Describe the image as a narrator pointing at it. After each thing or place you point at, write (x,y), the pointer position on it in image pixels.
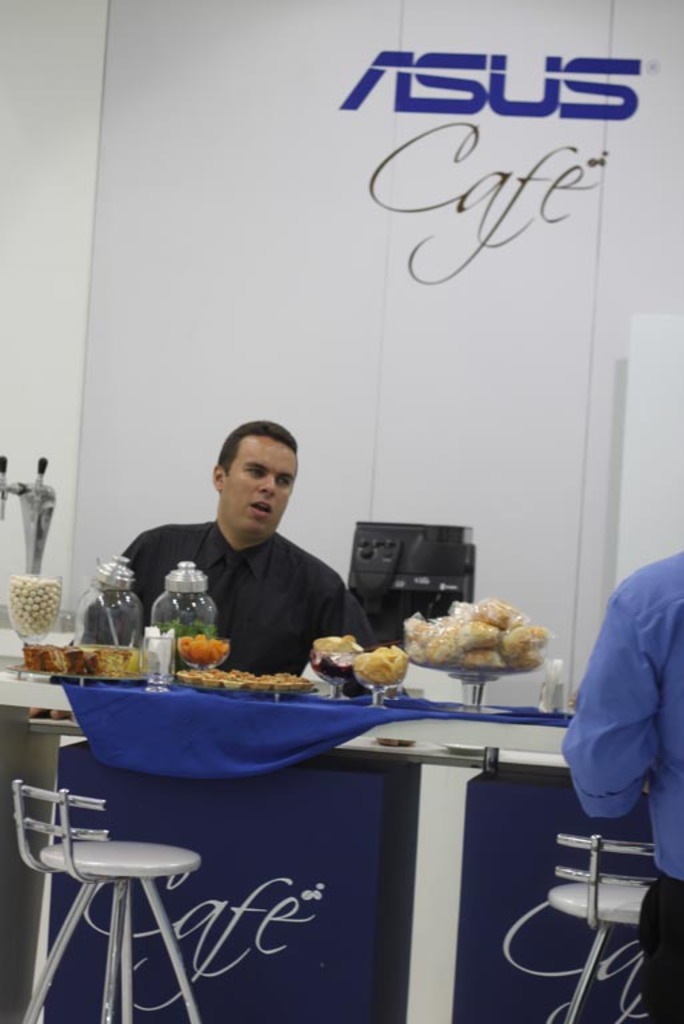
In this image i can see a man (285,560) is behind a table (175,730). On the table (324,693) I can see if there are few objects (93,600) on it.
